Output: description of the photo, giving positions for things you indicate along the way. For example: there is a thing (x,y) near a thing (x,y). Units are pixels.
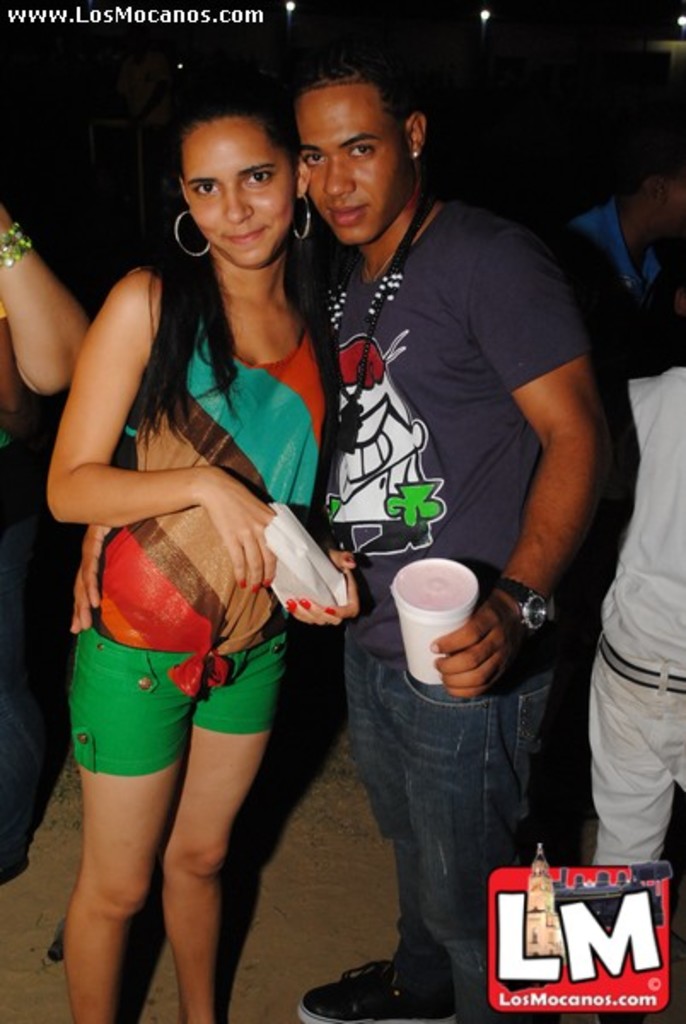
In this image we can see a woman (54,466) and a man (427,762). The woman (255,438) is wearing, colorful top (195,589) with green shorts (178,699) and holding a paper bag (293,557) in her hand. The man (343,519) is wearing T-shirt (425,470), jeans (414,696), watch (532,602) and holding white color glass (425,641) in his hand (508,607). On the right side of the image (669,432), we can see people (626,586). In the right bottom of the image (622,968), there is a watermark (568,978). We can see one more person (5,288) on the left side of the image (14,407).
